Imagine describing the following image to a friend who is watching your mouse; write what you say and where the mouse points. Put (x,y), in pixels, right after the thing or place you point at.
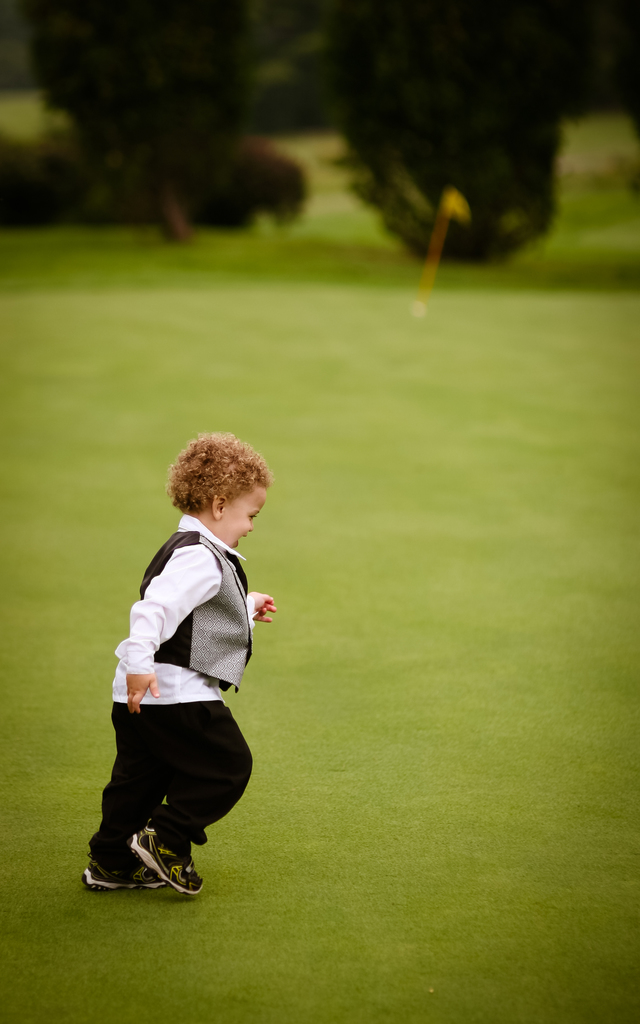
This image consists of a kid (168,775) wearing a white and black dress (189,681). He is running. At the bottom (328,869), we can see green grass (458,597) on the ground (371,421). In the background (396,219), there are trees (140,197).
